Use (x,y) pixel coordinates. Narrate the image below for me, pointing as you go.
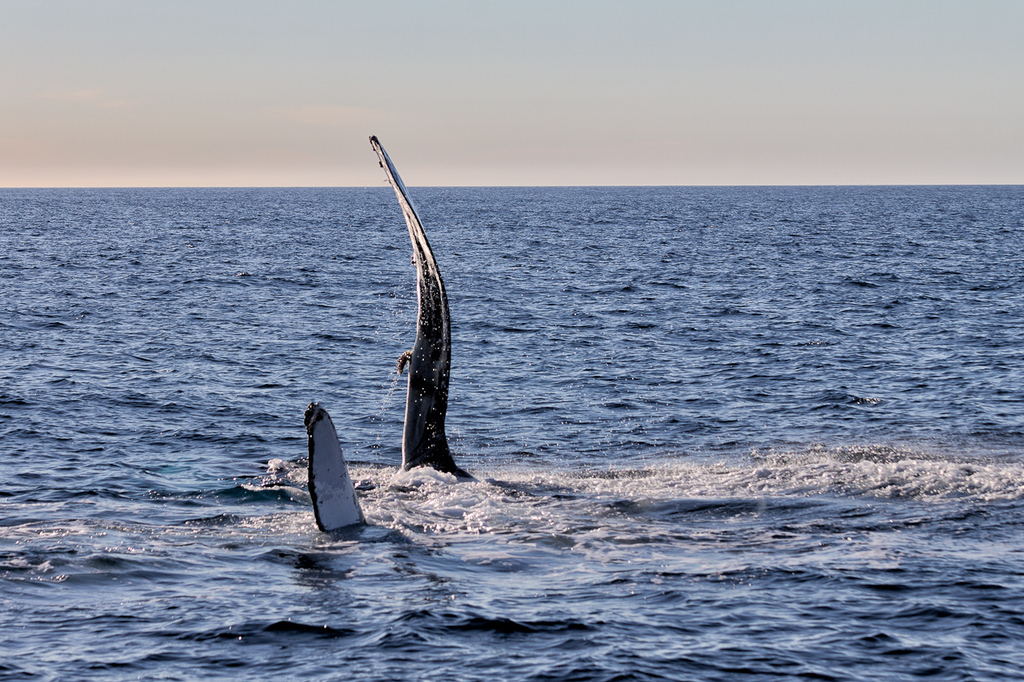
In this image I can see the aquatic animals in the water (744,307). The sky (594,103) is in white color.
